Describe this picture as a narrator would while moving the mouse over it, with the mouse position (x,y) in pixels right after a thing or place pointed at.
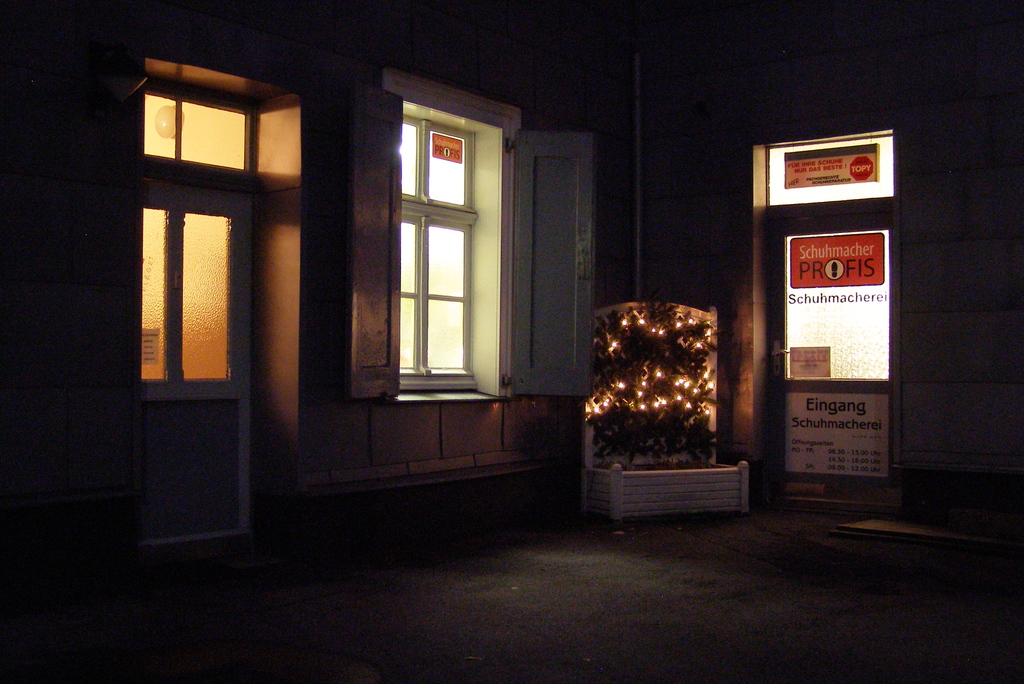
Here in the middle (608,358) we can see a plant (617,398), which is decorated with lights (660,408) present on the floor (493,559) over there and beside that on either side we can see windows (434,181) present and on the left side (174,530) we can see a door (161,527) also present over there.
